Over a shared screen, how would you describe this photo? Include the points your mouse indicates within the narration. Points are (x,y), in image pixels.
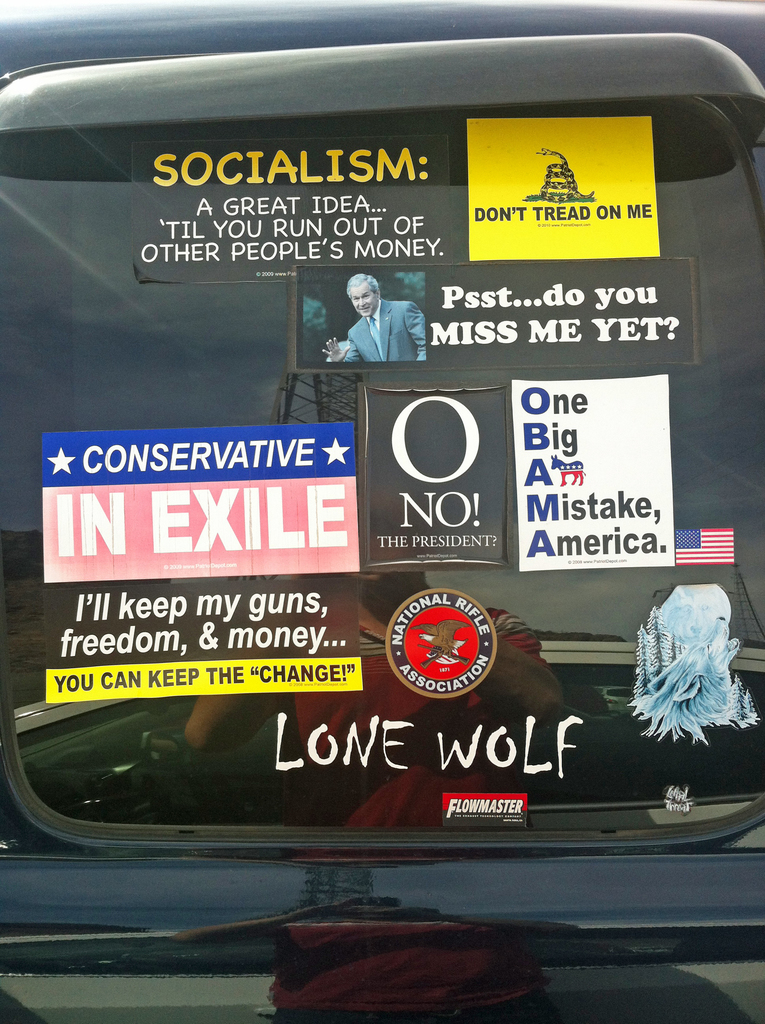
In this image we can see a glass (749,551) and there are posters (370,534) pasted on the glass (505,645).
